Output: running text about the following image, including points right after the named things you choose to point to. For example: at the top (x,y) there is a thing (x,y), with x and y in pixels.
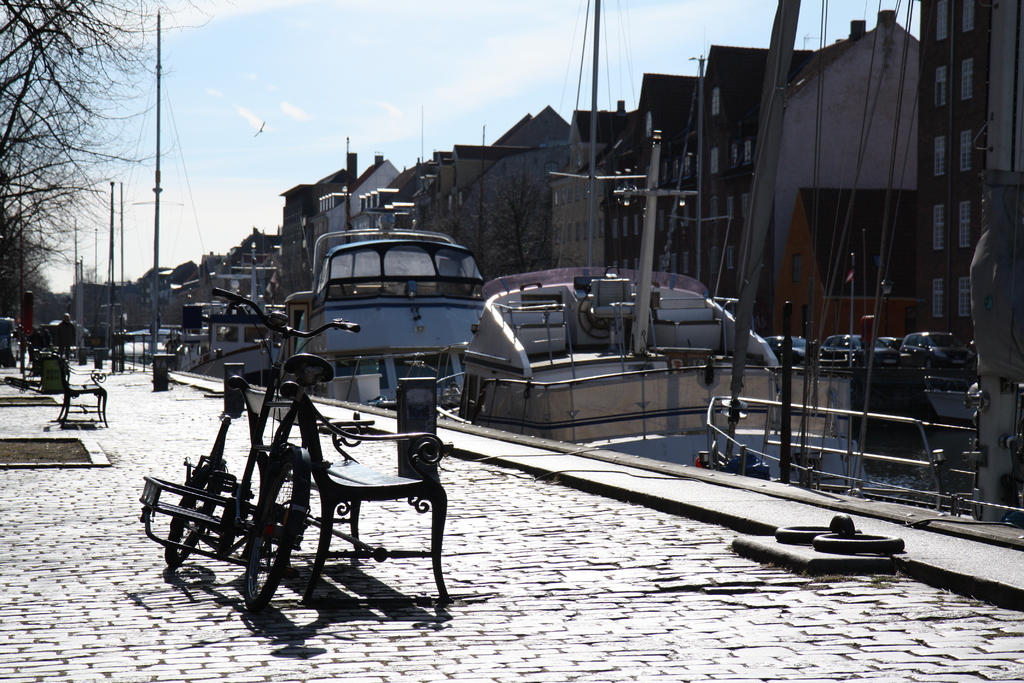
In the image we can see there are many buildings (805,217) and these are the window (966,242) of the building (949,202). There are even many boats (700,382). Here we can see a bicycle (178,514), bench (352,497), footpath (511,571), pole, trees (70,147) and a cloudy pale blue sky (308,119). We can even see a bird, flying in the sky (265,138).
